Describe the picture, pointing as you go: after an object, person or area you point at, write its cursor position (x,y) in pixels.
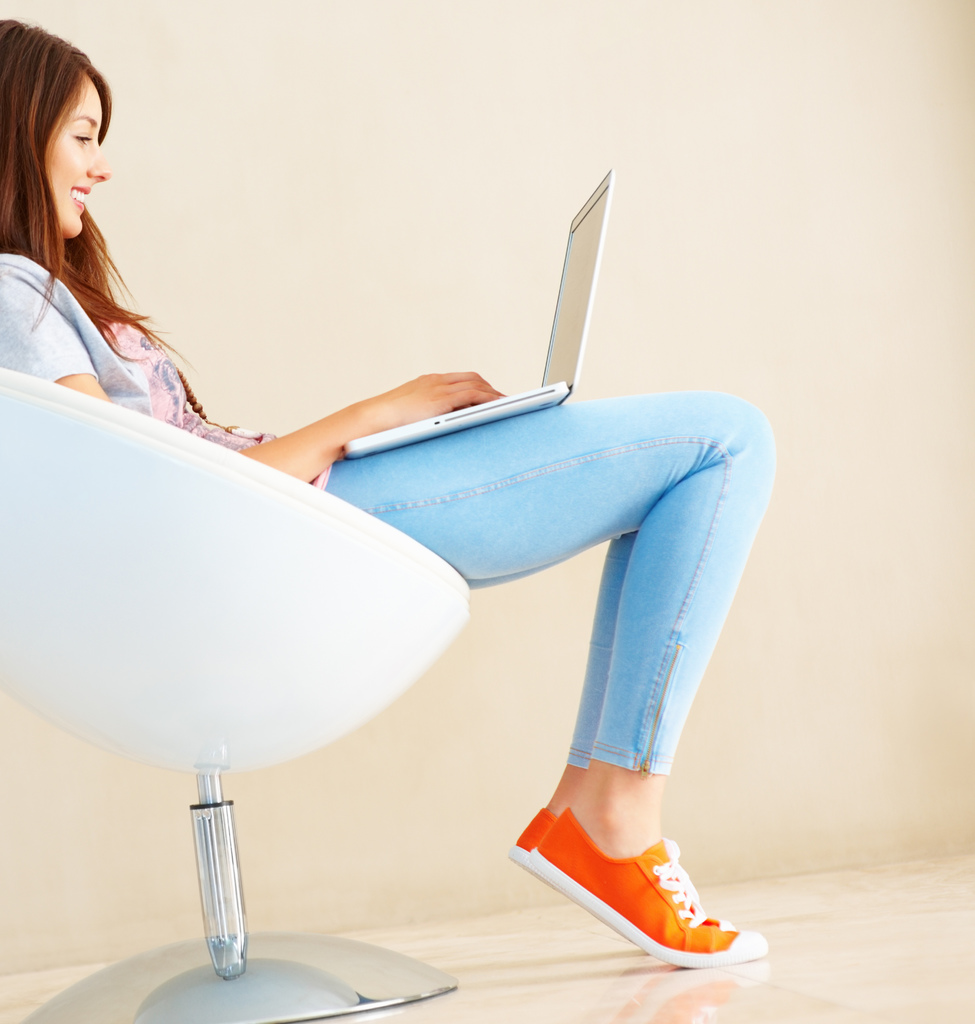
This picture shows a woman (69,375) seated on the chair (421,641) and using her laptop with a smile (75,190) on her face (97,148).
